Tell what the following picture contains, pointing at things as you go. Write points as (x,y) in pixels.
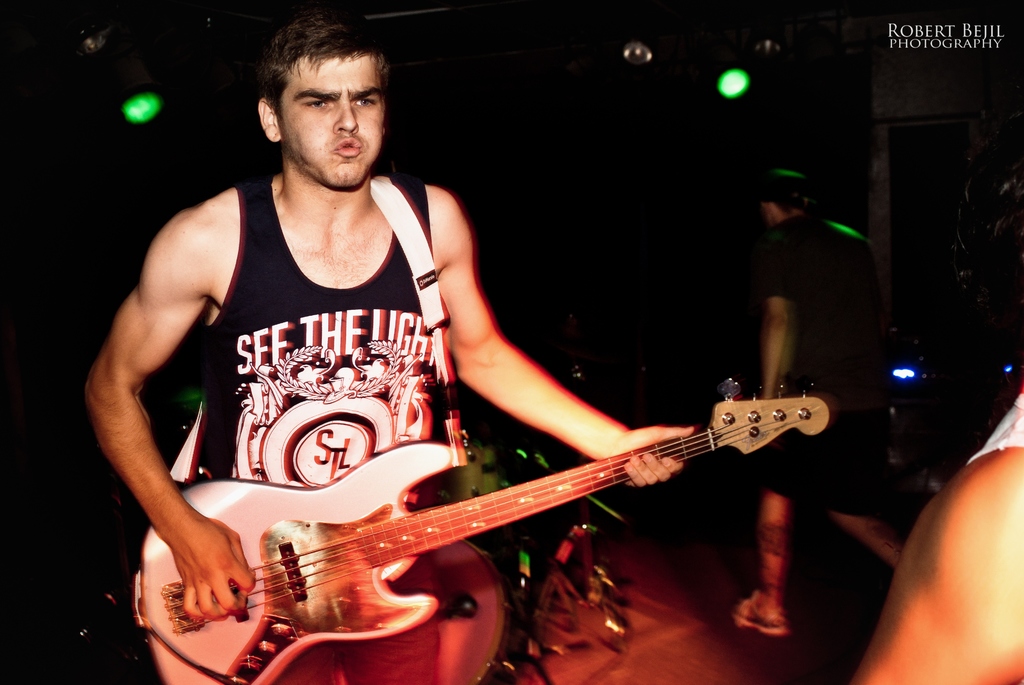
On the left side (309,283), there is a person (336,192) holding a guitar (317,625) and playing. On the right side (1005,438), there are two persons (1005,438). One of them is walking on the stage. In the background (130,121), there are lights (143,119). And the background (920,60) is dark in color.
